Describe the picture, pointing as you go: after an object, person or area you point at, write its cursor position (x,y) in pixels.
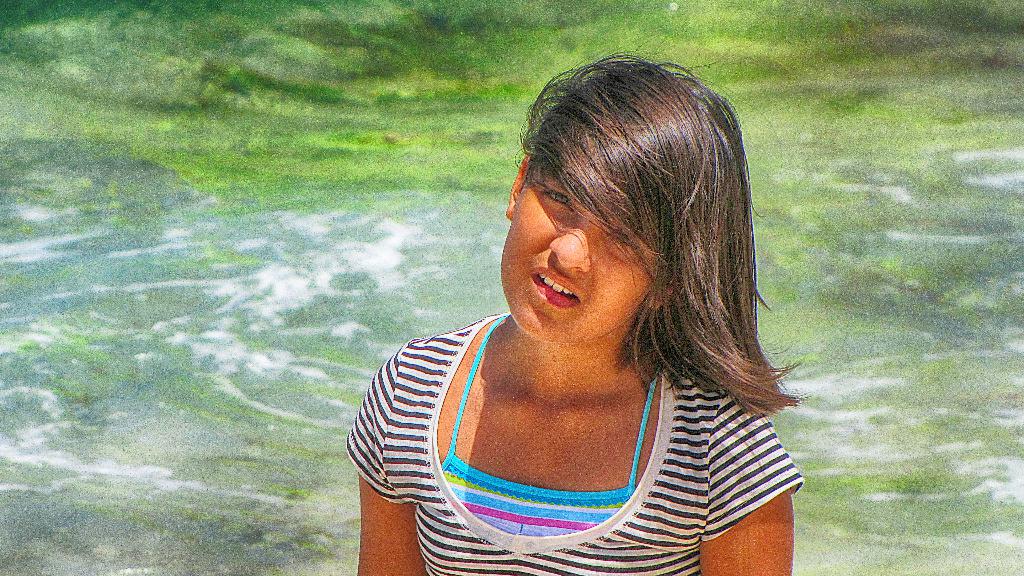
In this image, I can see a girl (628,436) and the ocean (776,175). This image taken, maybe during a day.
